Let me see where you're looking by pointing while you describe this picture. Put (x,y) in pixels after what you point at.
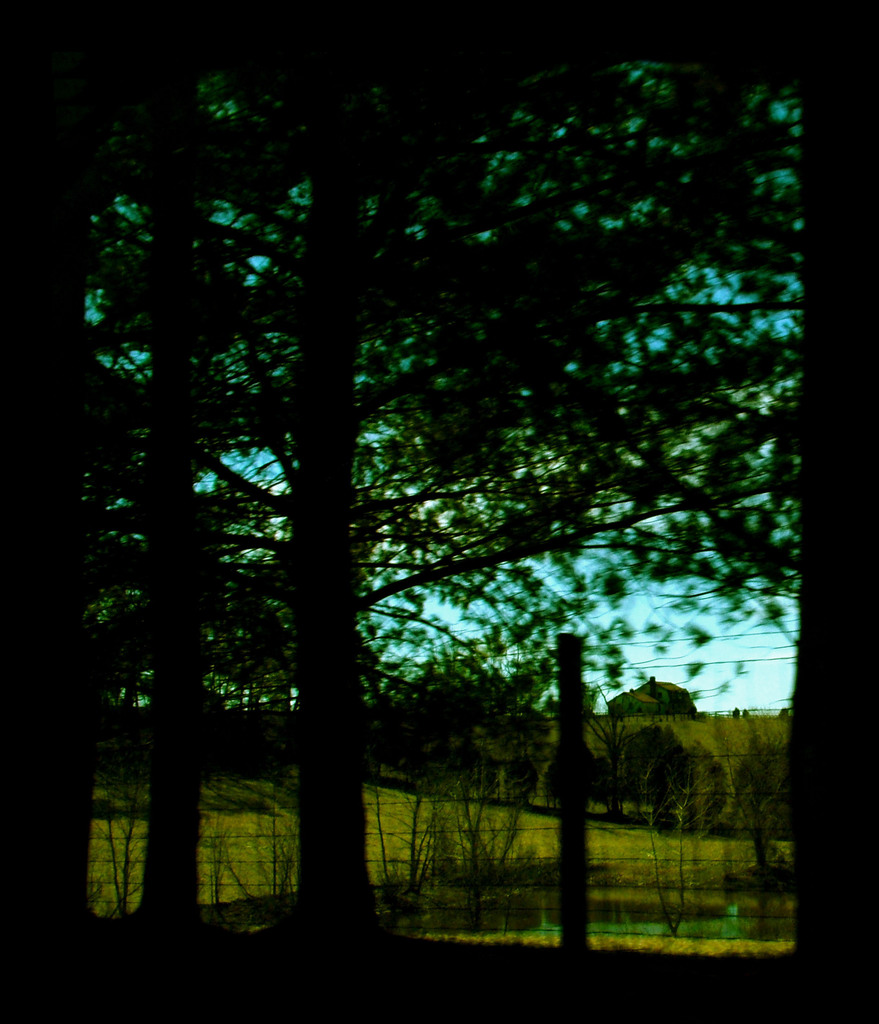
In this image I can see so many trees (200,196) on the grassland (743,947).
